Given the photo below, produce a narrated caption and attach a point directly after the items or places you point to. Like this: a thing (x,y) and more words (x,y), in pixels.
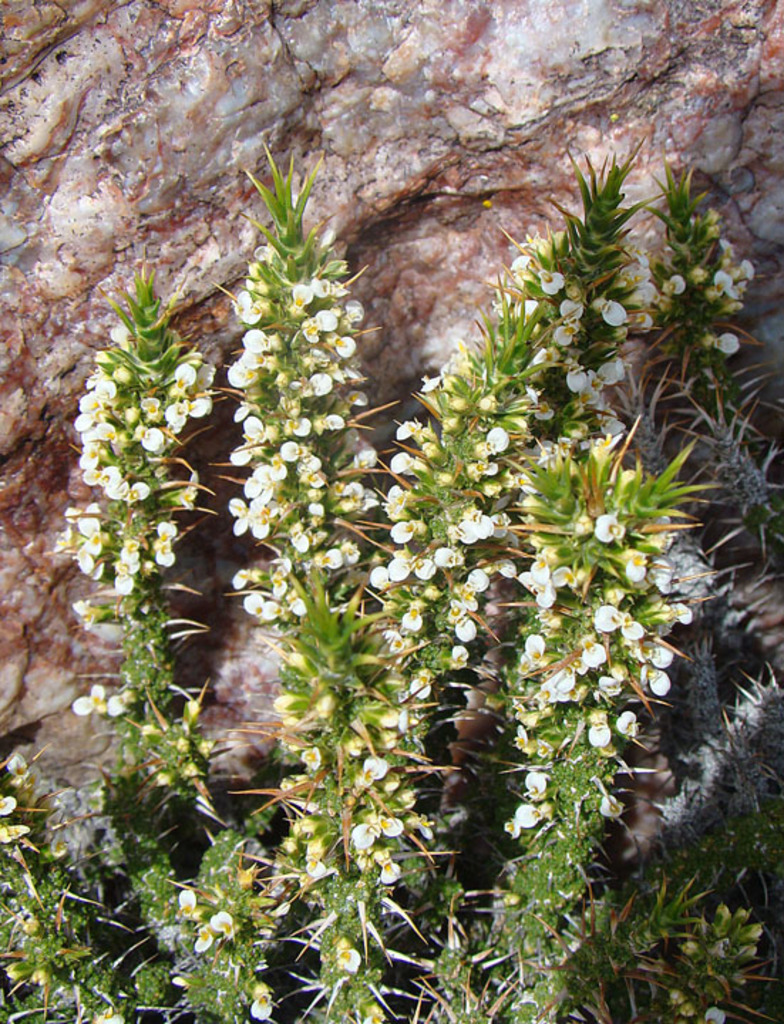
Here in this picture we can see flower plants (316,423) present over a place and behind that we can see a rock stone (113,222) present over there.
